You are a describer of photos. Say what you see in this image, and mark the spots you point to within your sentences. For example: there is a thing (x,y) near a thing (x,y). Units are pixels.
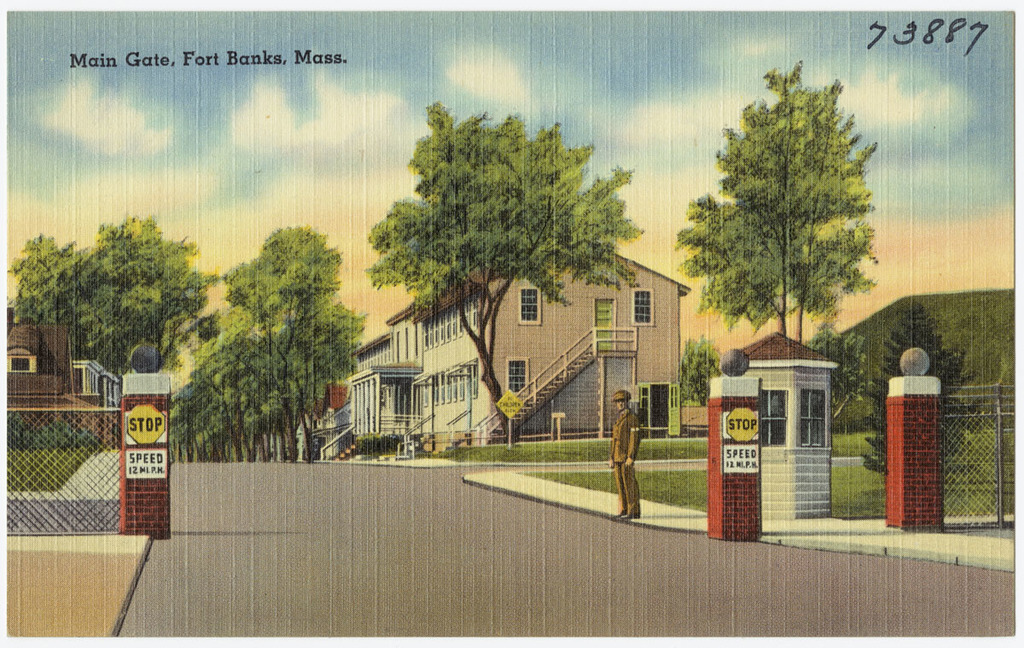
This image is a painting of trees (324,324), buildings (427,376), and there is a painting of a man (624,453) standing on the footpath (604,497). There is a fence (995,466) and some text (140,460) is written on the wall (141,452) in the front (151,456) and the sky (208,160) is cloudy.
